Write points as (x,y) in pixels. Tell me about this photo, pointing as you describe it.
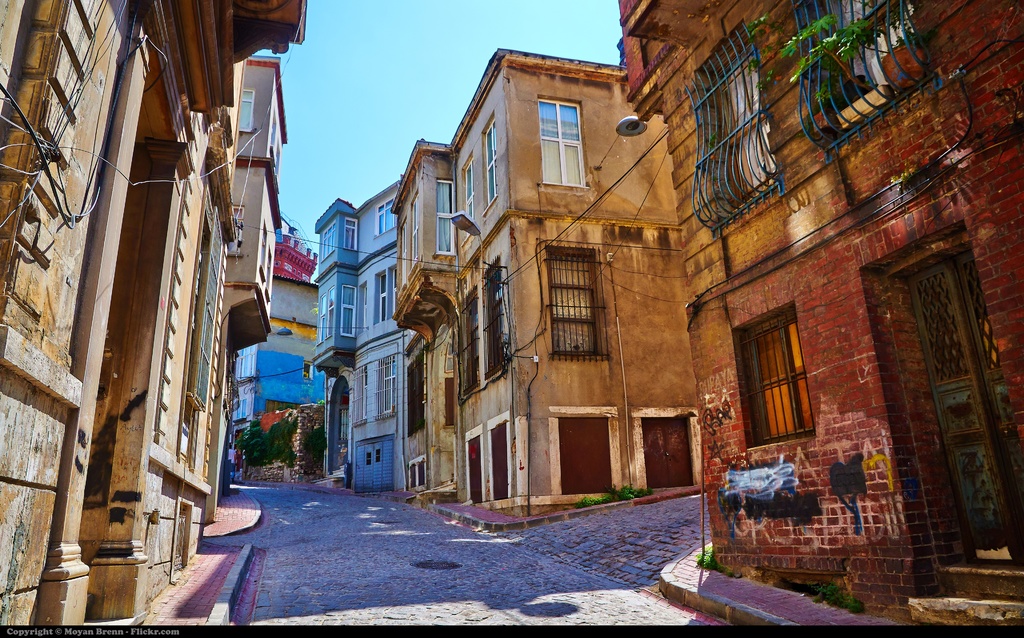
In the center of the image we can see road (430,578). On the right (756,468) and left side of the image (38,452) we can see buildings (230,381). In the background (389,76) there is sky (377,110).
